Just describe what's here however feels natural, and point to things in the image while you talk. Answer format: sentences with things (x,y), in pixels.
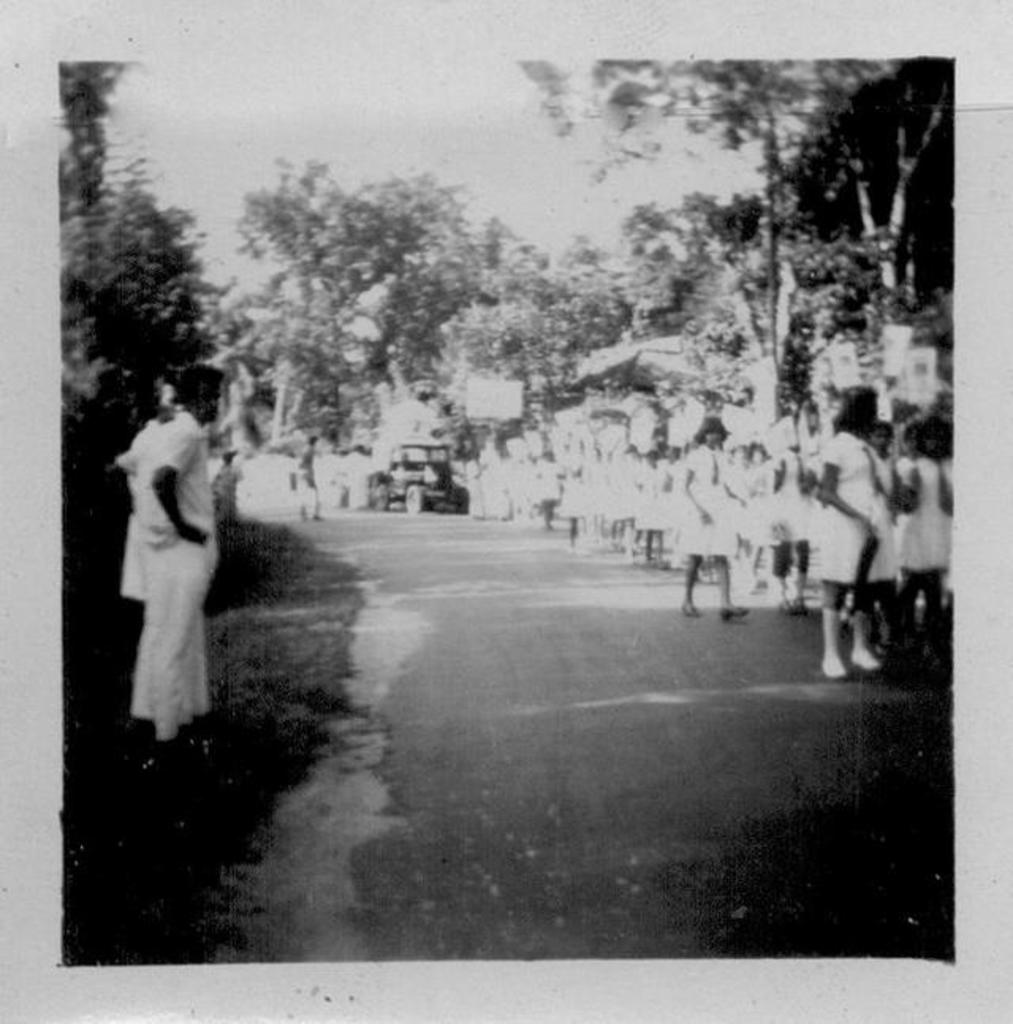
In this image we can see black and white picture of a group of people (856,527) standing on the ground (464,653). In the center of the image (418,472) we can see a vehicle (431,496) parked on the ground (424,587). In the background (98,395), we can see a group of trees (304,343). At the top of the image (294,100) we can see the sky (289,136).
